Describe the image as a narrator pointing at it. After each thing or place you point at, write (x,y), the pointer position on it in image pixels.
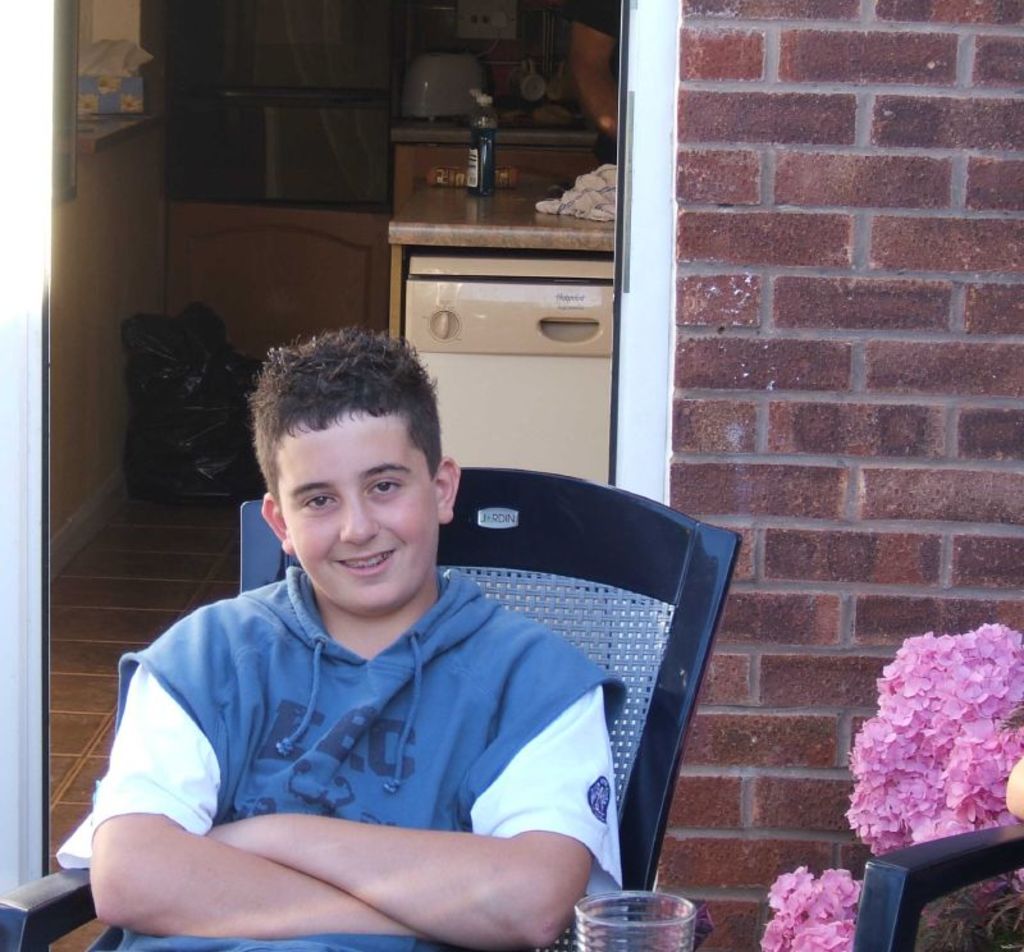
In this image we can see a boy (309,751) sitting on a chair (691,653). Beside the person (455,756) we can see the flowers (944,772) and few objects (665,894). Behind the person (359,637) we can see a wall (737,950), machine (494,401) and few objects (582,180) on the tables (554,139). On the left side (155,150), we can see a wall (95,264), bag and an object (112,70) on the shelf (82,146).
